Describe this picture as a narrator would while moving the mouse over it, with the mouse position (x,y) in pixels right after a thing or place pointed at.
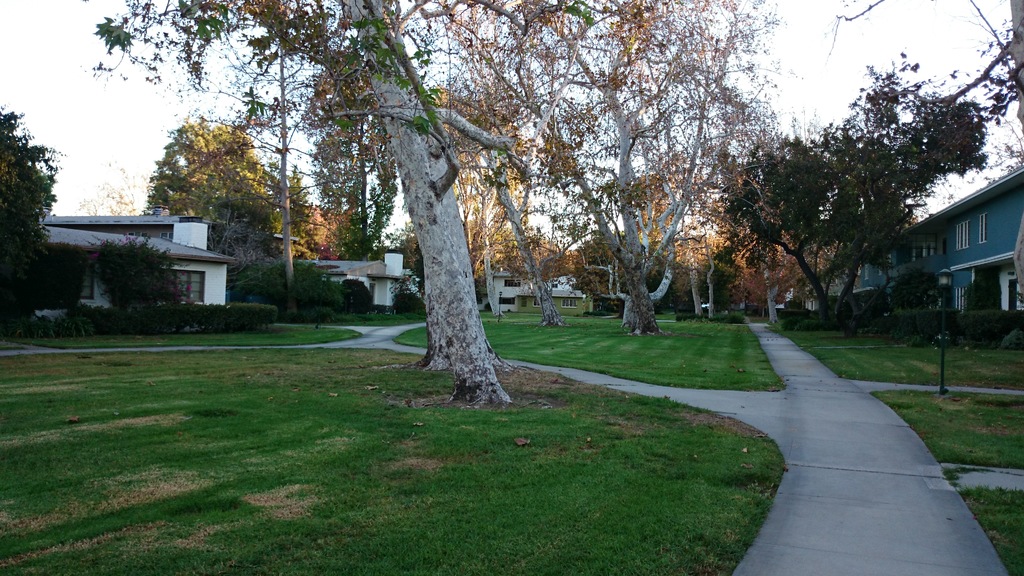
In the foreground (482,328) I can see grass (568,409), light poles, plants (258,268), trees (556,308), houses (506,283). In the background (646,162) I can see the sky (482,29). This image is taken may be during a day.
